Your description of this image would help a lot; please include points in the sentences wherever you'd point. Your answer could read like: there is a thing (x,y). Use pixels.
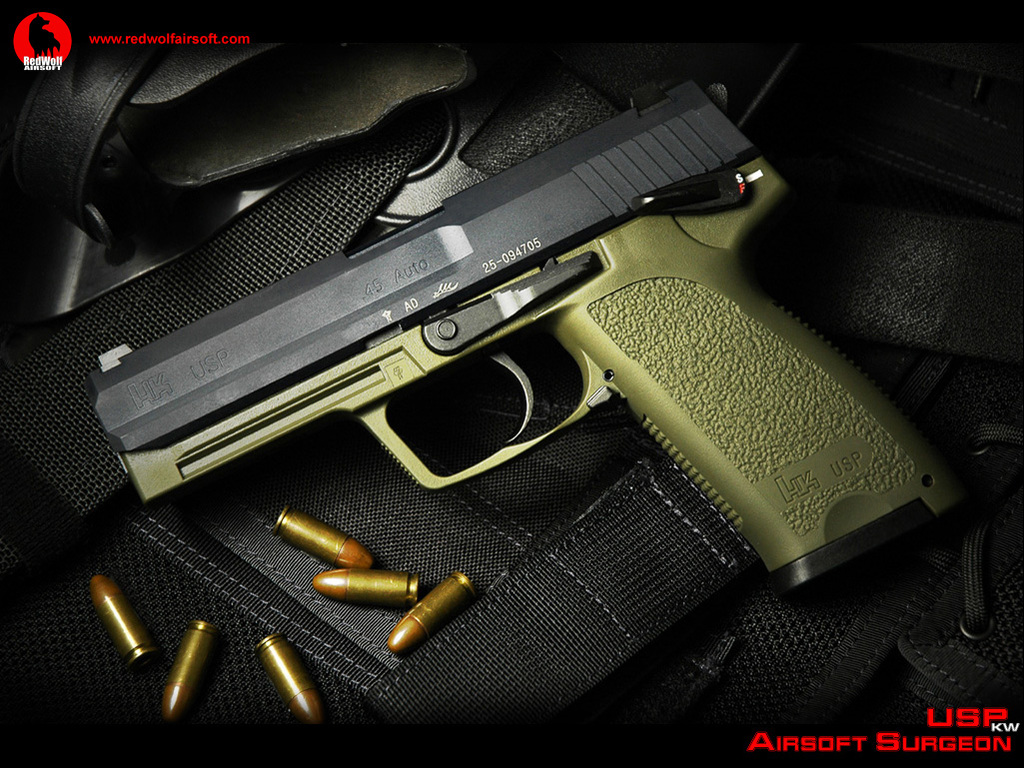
In this picture I can see there is a gun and there are some bullets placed on a black surface (281,242).
